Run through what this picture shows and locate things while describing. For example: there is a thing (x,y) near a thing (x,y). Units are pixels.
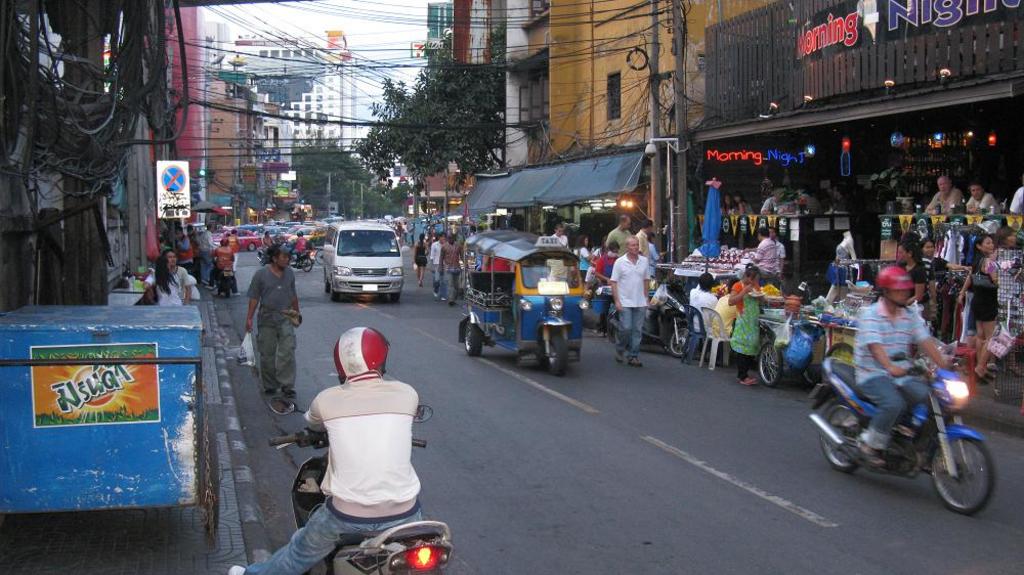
Some vehicles (342,227) are passing on a road (630,391). There are some people (282,356) walking on a footpath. There is a store (738,218) beside the road (659,395). There are some buildings (326,60) and cables (259,112) across in the background (346,79).
